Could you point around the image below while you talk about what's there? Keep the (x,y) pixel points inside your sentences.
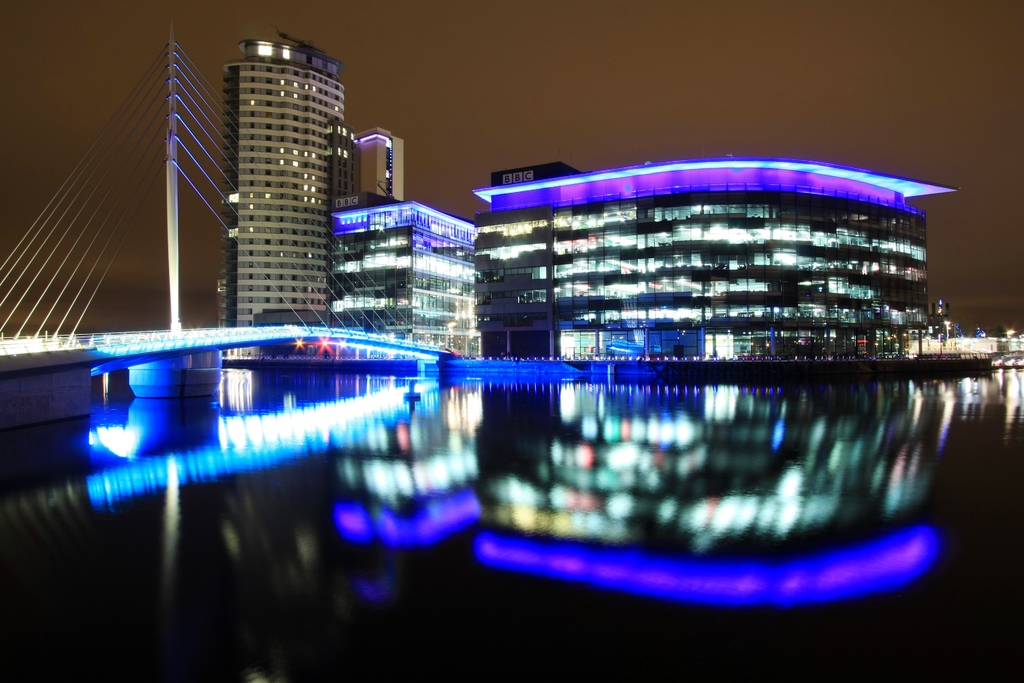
In this picture, there are buildings (552,271) with purple lights (372,135) at the top (558,193). At the bottom (265,509) there is water (473,405) and reflection (716,493) of buildings (654,292) can be seen. Towards the left (220,341), there is a bridge (216,374) with ropes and a pole (169,230).
